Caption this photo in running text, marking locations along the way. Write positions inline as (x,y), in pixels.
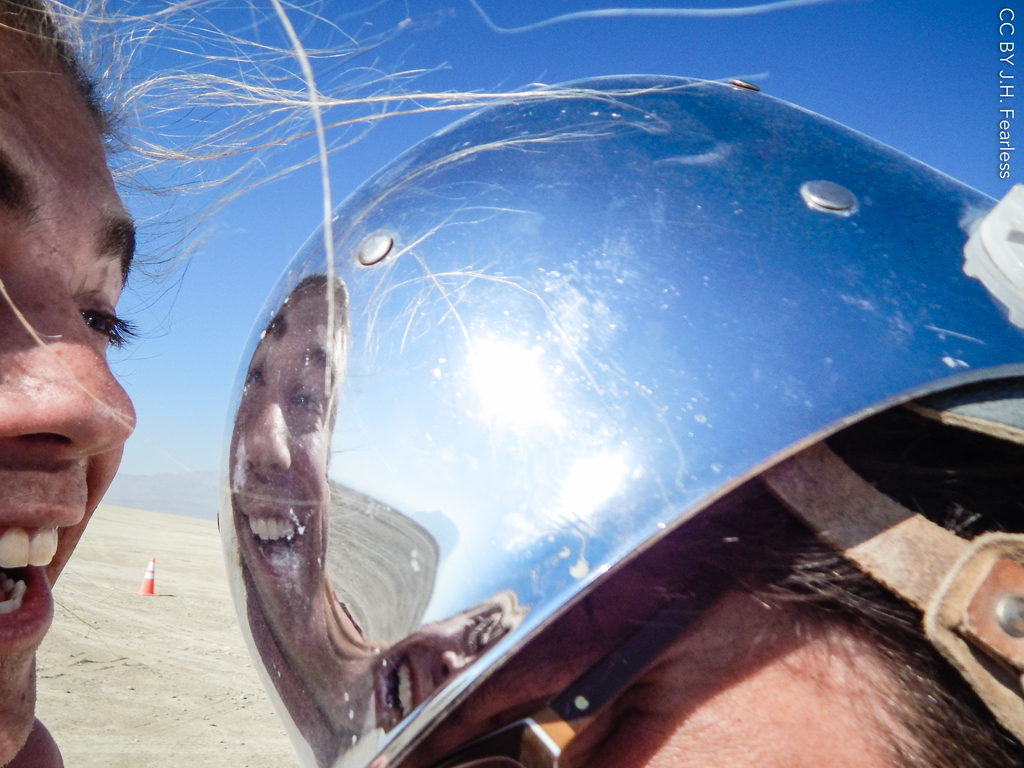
In this picture we can see few people (602,600), on the left side of the image (69,362) we can see a woman (79,354), she is laughing, in the background (148,568) we can see a road divider cone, in the top right hand corner (1001,128) we can find some text (1004,60).
